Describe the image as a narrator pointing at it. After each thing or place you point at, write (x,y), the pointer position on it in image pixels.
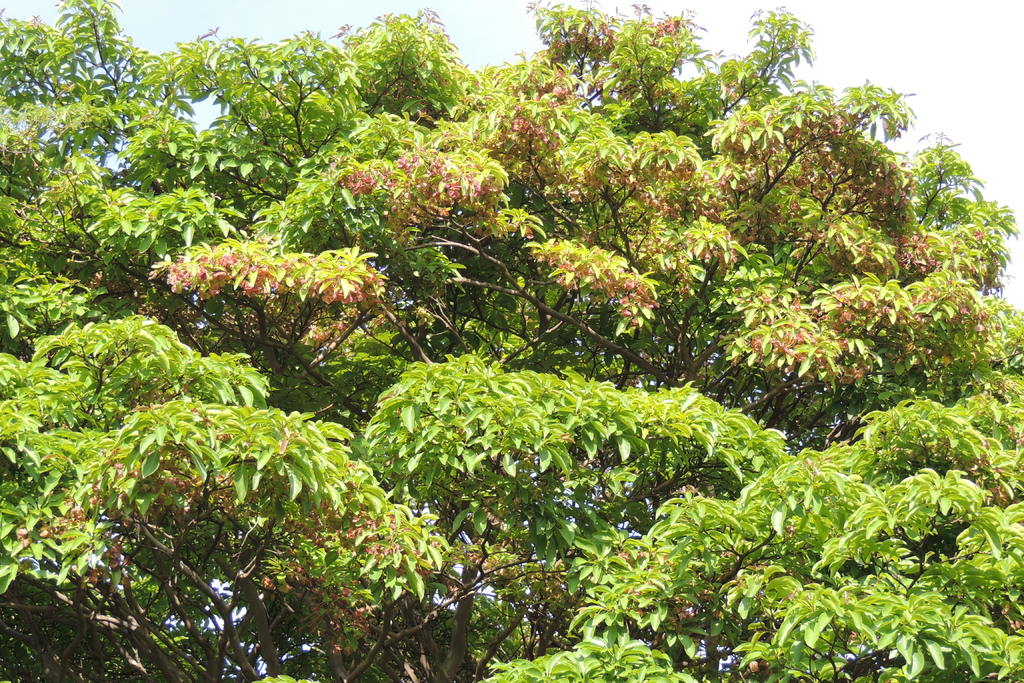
In this image we can see a tree (212,436).
